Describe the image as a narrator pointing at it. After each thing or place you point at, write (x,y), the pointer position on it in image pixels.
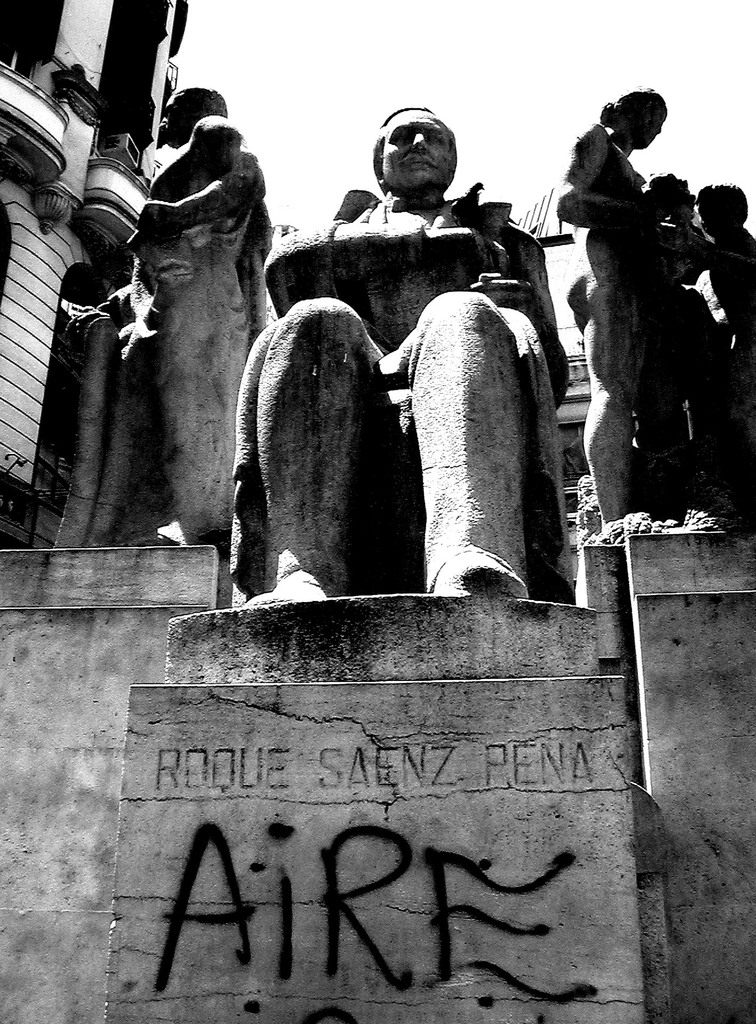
This image consists of sculptures (325,254). At the bottom (489,950), there is a text (280,945) on the wall (347,867). On the left (82,268), we can see a building (118,220). At the top (594,49), there is sky (517,55).
